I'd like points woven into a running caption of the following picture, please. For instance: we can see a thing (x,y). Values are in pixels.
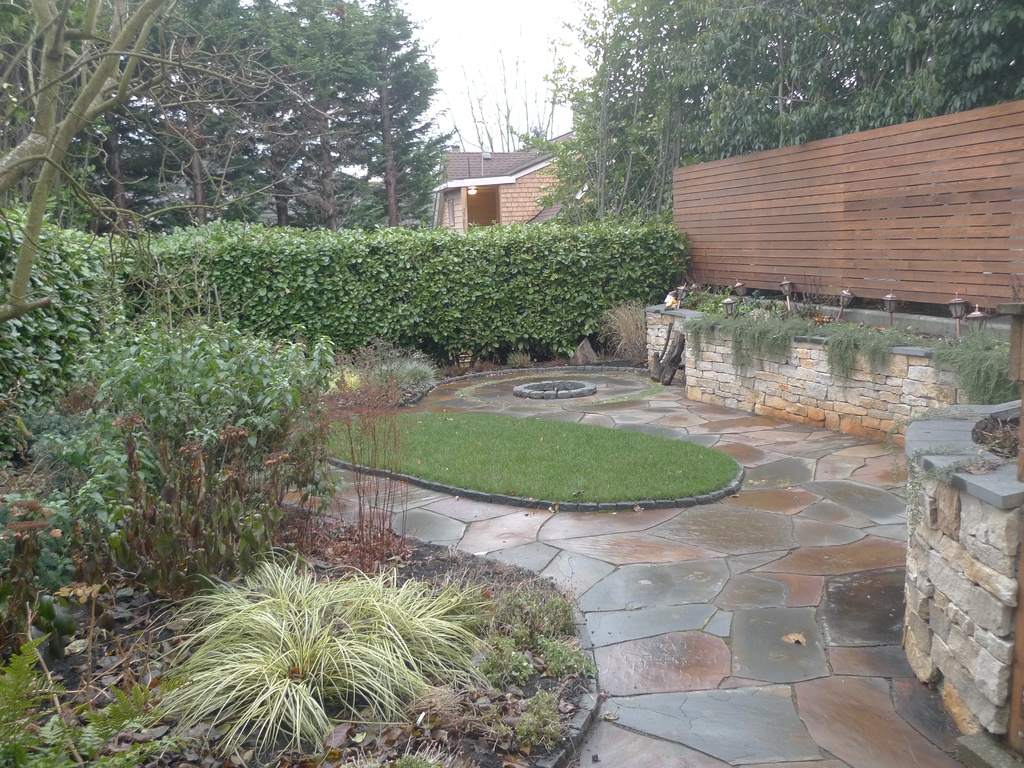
In this image we can see some plants (376,481), grass (479,478), a wall (896,389), lamps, a group of trees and the sky (497,141).
